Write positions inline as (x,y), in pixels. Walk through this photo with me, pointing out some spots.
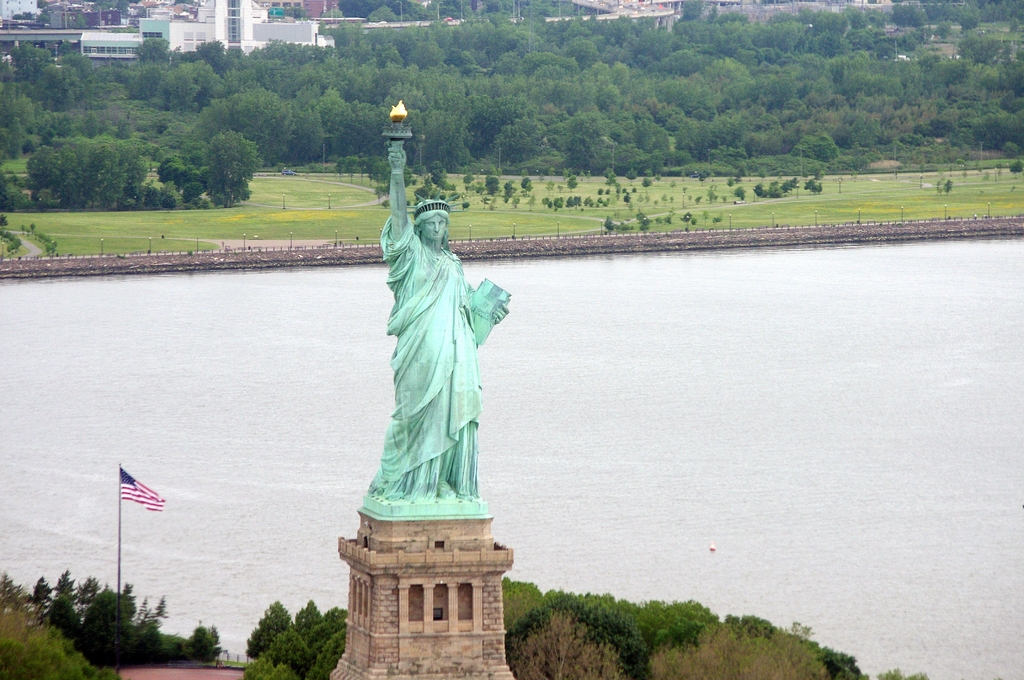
In the foreground of the picture (368,631) there are trees (315,638), flag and statue of liberty (447,248). In the center of the picture (390,382) there is a water body (130,337). In the background (307,187) there are trees (156,70), grass (214,225) and buildings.
